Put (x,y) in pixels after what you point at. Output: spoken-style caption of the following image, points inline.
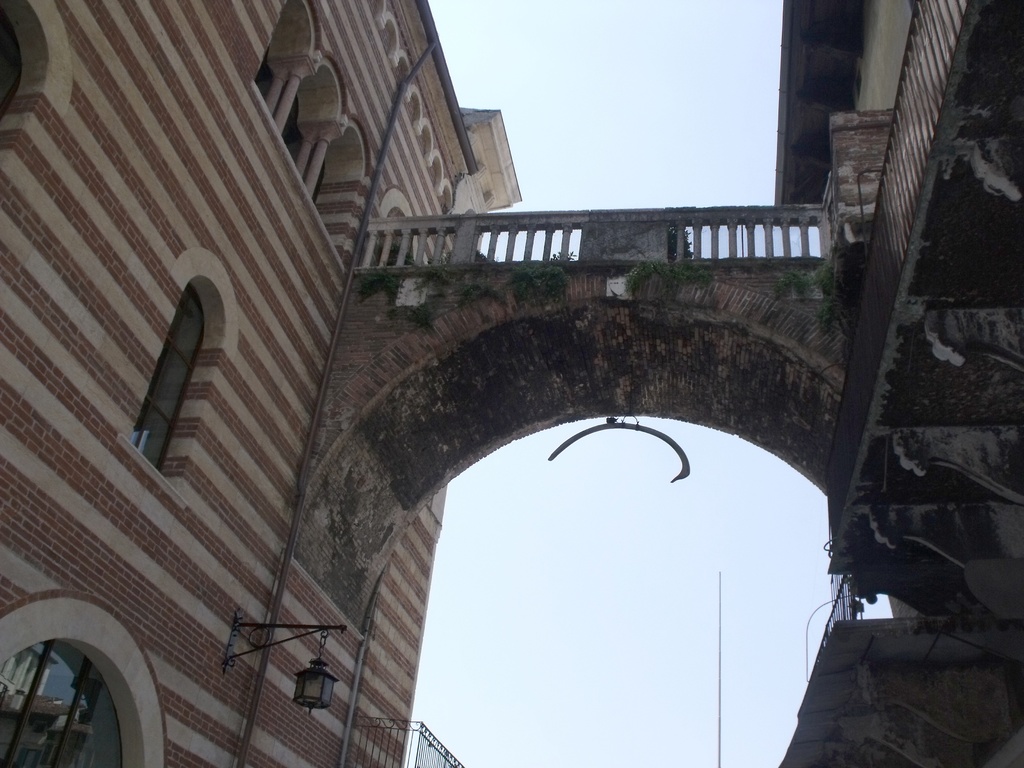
In this picture I can observe two buildings (193,382). There is a bridge (641,353) connecting these two buildings (321,322). In the background (569,585) there is sky (571,130).
